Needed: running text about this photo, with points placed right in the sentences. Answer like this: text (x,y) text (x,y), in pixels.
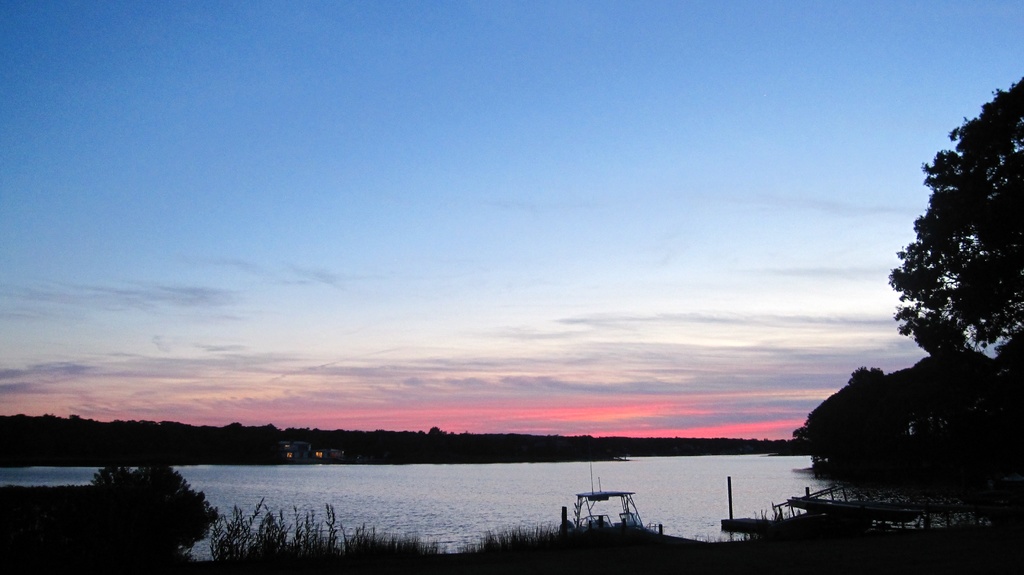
In this image we can see water (350,492). Also there are plants (130,516) and trees (129,436). In the background (278,268) there is sky (399,340) with clouds (444,377).
